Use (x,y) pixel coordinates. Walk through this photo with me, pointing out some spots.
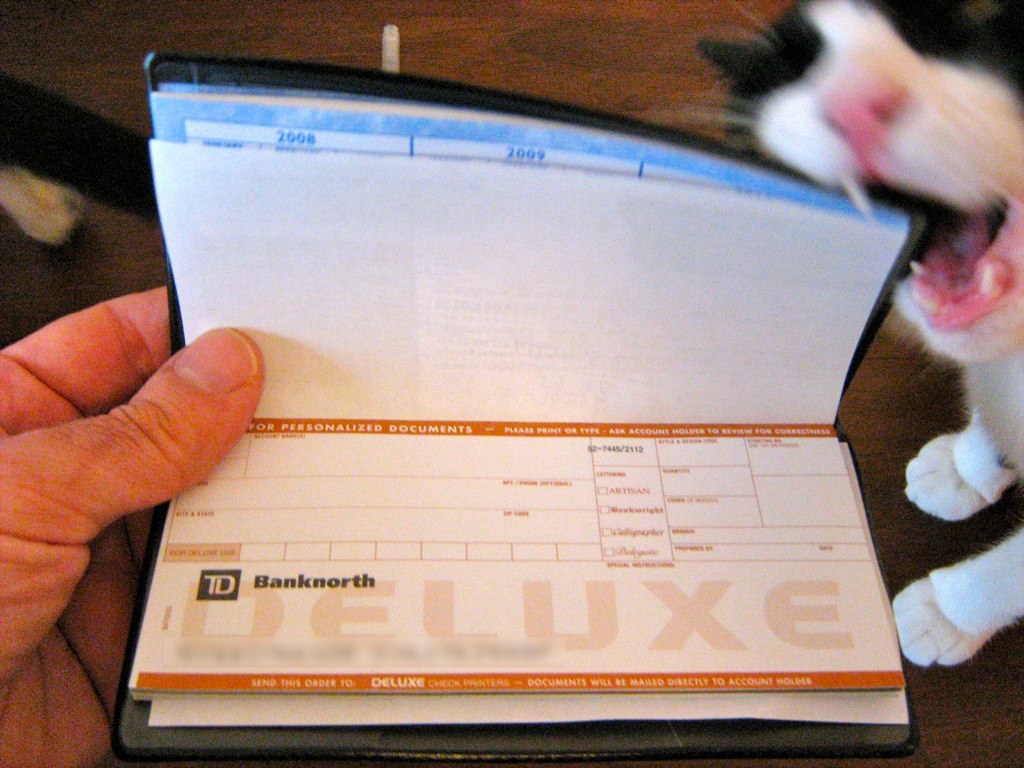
In this image, I can see a person's hand (145,433) holding a book (527,373). This looks like a cat (966,381). In the background (628,70), I can see the floor (500,60).
